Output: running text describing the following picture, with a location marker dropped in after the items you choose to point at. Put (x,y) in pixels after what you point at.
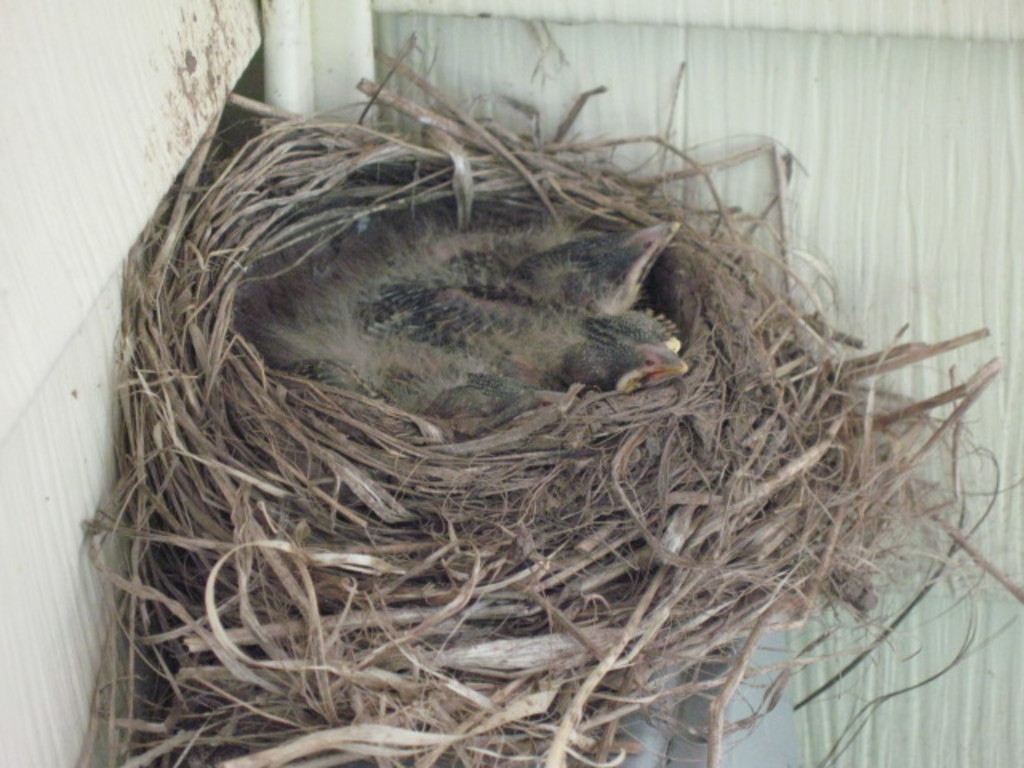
In this image we can see birds (378,344) in the nest (297,502).
